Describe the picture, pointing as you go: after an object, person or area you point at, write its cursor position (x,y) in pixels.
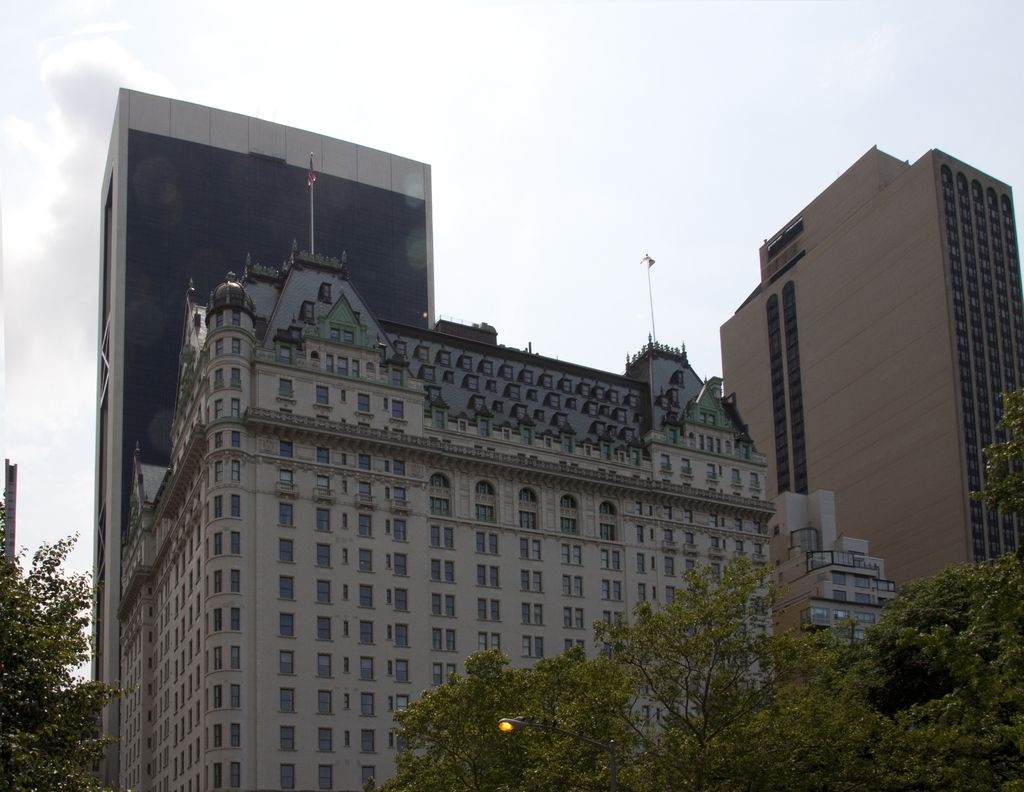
In the picture we can see a huge building (345,568) with a number of windows (318,563) to it and top of it, we can see two poles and behind it, we can see a tower building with glasses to it and near to the building (243,569) we can see some trees (531,678) and in the background (93,286) we can see a sky (51,97) with clouds (76,293).
